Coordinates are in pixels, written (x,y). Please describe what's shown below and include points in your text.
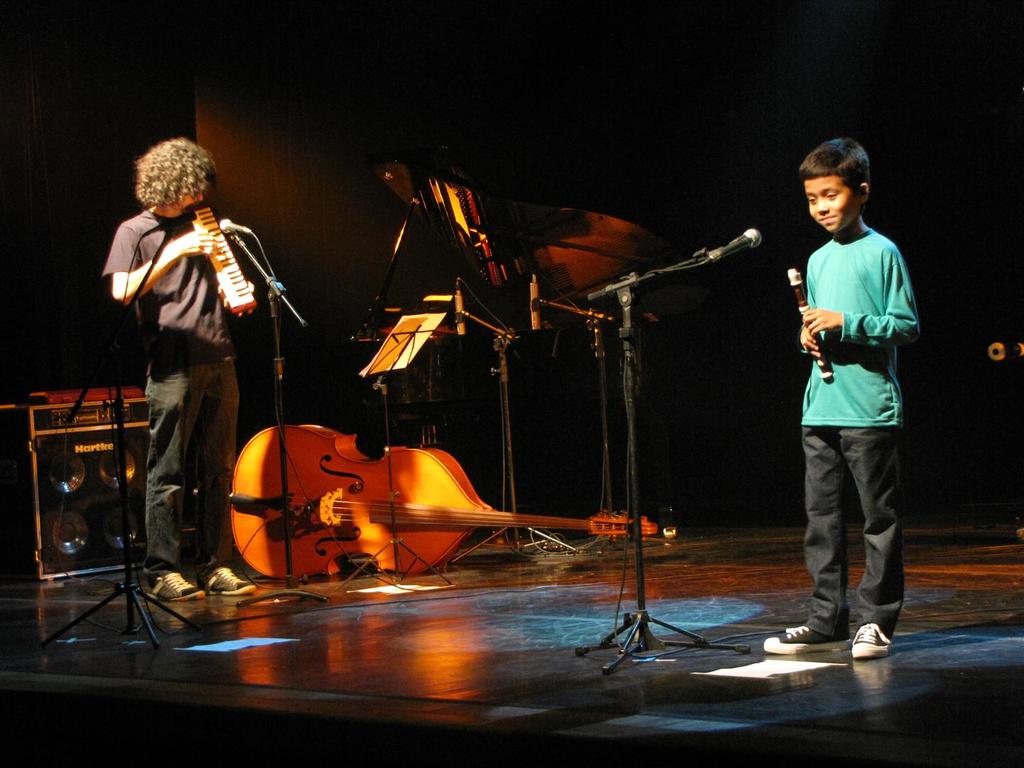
In this image we can see a boy (839,352) holding a flute (811,330). Near to him there is a mic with mic stand (630,465). Another person (217,335) is holding a musical instrument (244,289) and playing. Also there are mics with mic stands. Also there is a musical note stand (385,391). On the floor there is a big violin (345,503). In the back (76,469) there is a speaker (107,473). In the background (260,177) it is dark.
